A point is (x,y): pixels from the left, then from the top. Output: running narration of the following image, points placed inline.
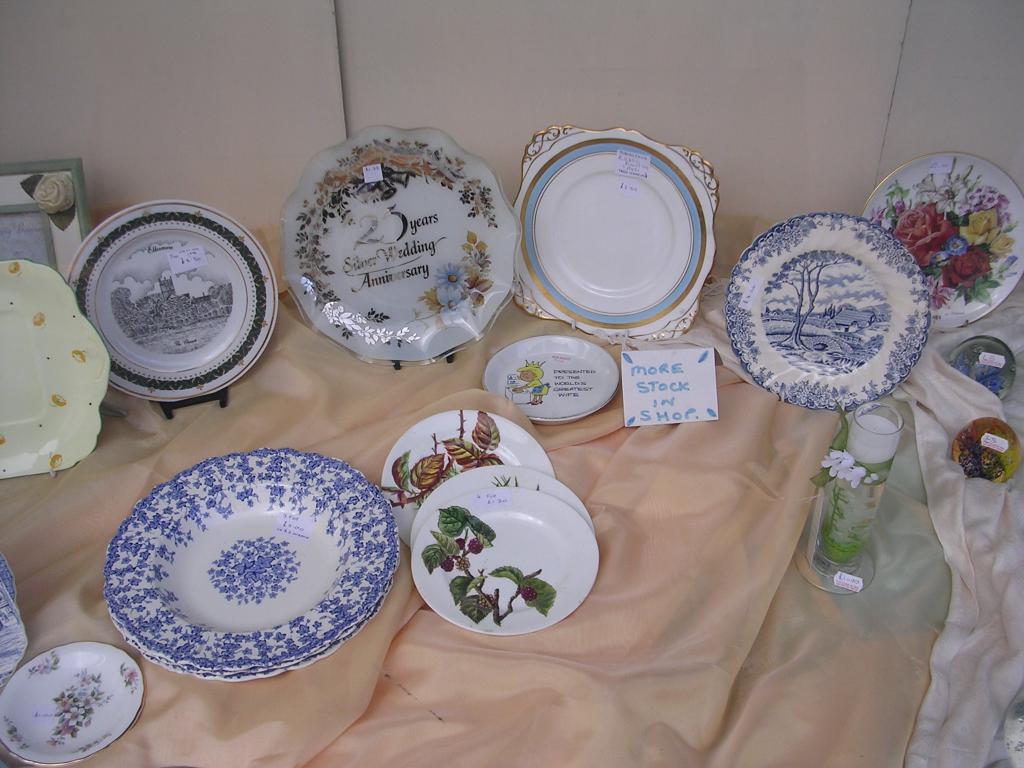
In this image we can see few plates (585,313) and glass (848,488) with design (744,326) and label (380,177) on the plates (423,519) and there is a board (663,394) with text (654,407) and a picture frame (52,221) on the cloth (782,497) and wall (646,99) in the background (559,56).
